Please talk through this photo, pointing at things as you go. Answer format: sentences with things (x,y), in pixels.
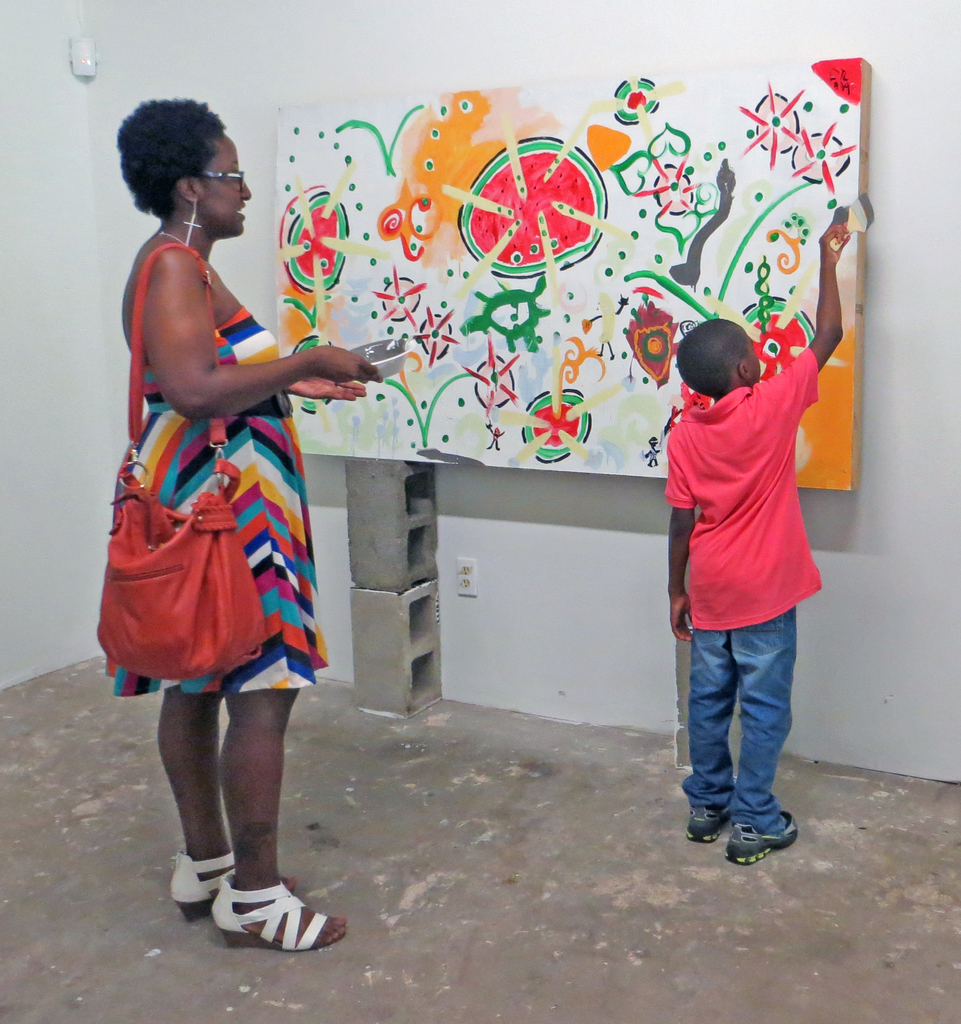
In this picture there is a lady (317,927) who is standing at the left side of the image (224,201) and there is a boy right side of the image (685,344), he is painting.
